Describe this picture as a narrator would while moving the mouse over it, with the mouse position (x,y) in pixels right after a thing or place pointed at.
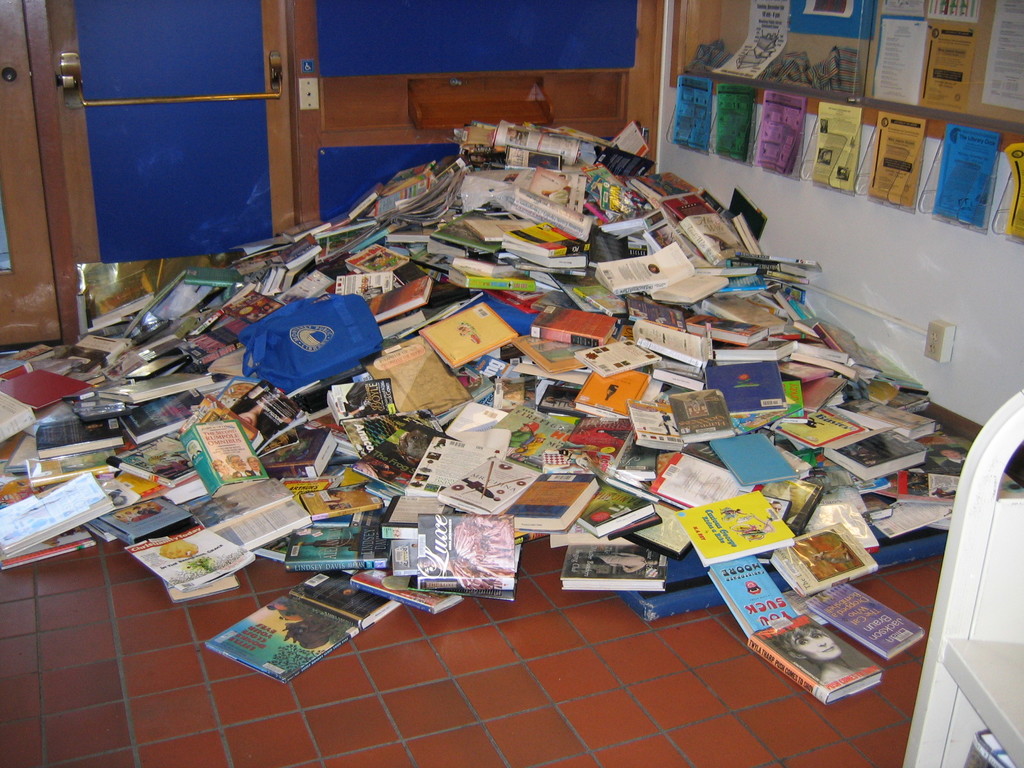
In this image we can see there are so many books (463,351) placed on the floor (542,735). In the background (214,217) there is a wooden door (279,46). On the right side of the image (790,95) there some papers (841,126) attached to the wall (916,272).
